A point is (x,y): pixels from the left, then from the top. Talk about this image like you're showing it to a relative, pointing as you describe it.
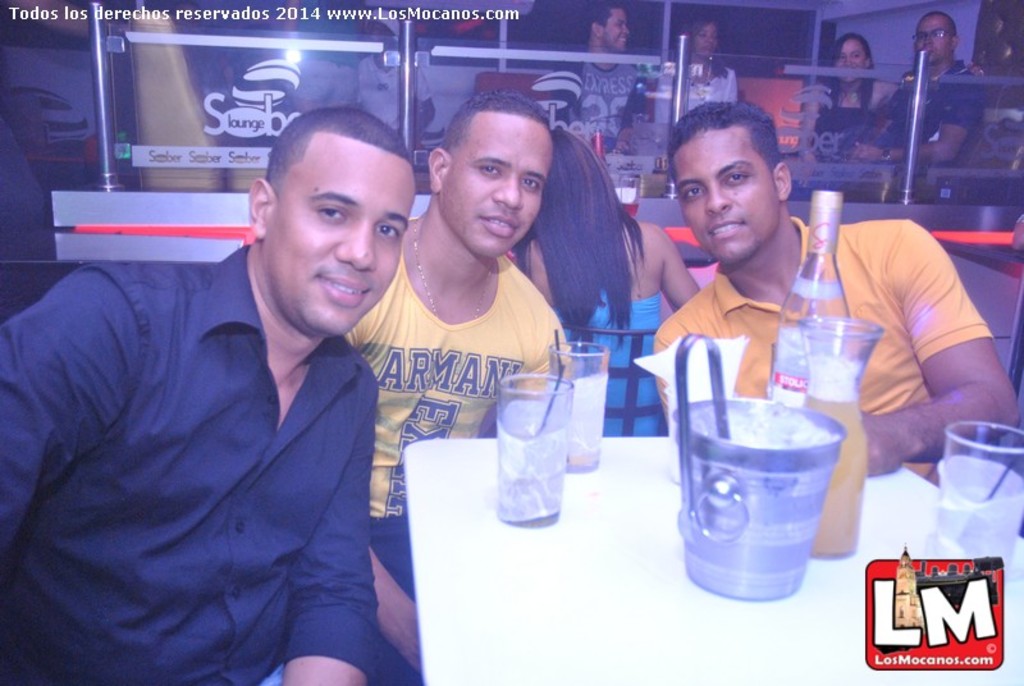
In this picture, we see four people (460,276) sitting on the chairs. Out of them, three are posing for the photo. In front of them, we see a table (484,468) on which glasses (512,398) and glass bottle (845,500) are placed. Behind that, we see a glass door (189,91). Behind that, we see people (898,150) sitting on the chairs (780,121). This picture is clicked in the restaurant (184,256).
